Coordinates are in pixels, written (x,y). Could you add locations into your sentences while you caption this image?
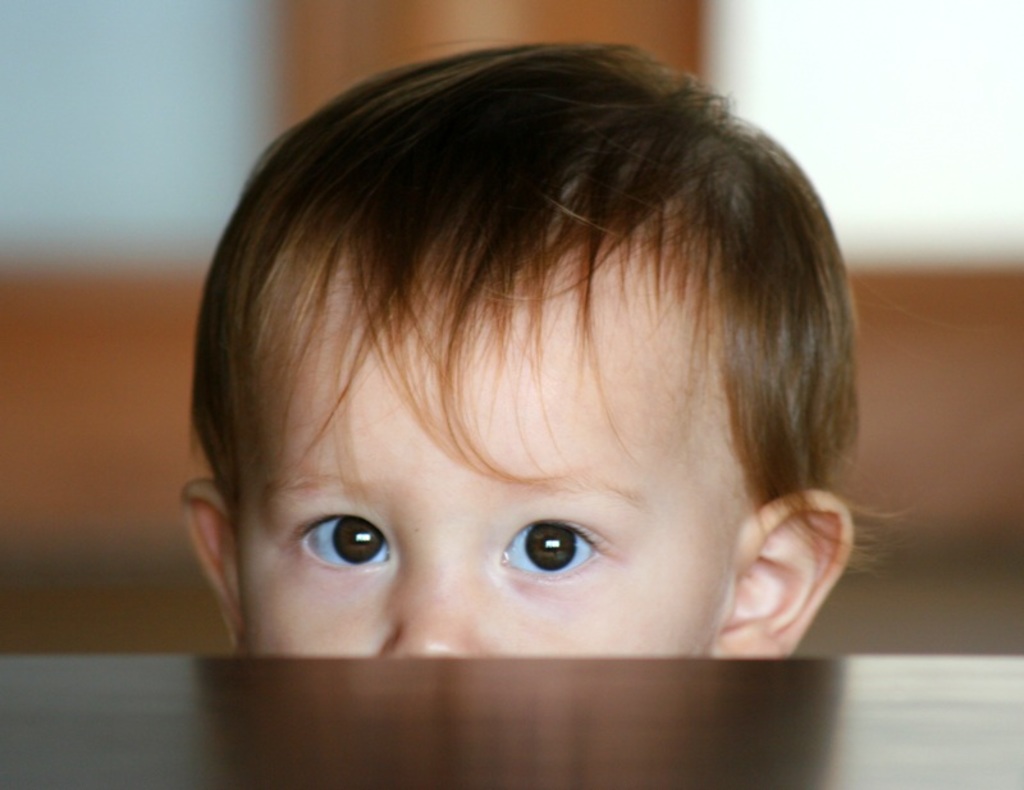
Here we can see baby face (510,575). Background (961,254) it is blur.
